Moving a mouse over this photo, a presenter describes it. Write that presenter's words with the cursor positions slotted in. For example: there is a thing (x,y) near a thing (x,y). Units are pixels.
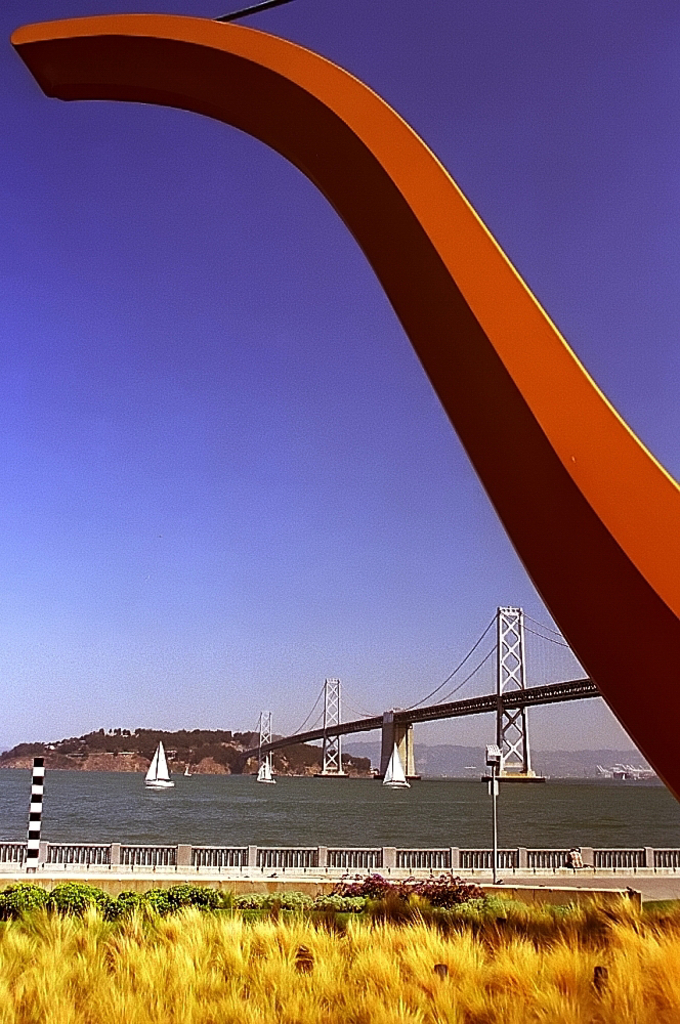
In the image we can see there are dry plants (56,955) on the ground (271,912) and there is a fencing (556,856). There is water (25,834) and there are ships (262,771) in the water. Behind there is bridge (339,712) and there is a sculpture (458,253) on the top (425,195). There are mountains (194,745) at the back (164,737) and there is a clear sky (264,519).
